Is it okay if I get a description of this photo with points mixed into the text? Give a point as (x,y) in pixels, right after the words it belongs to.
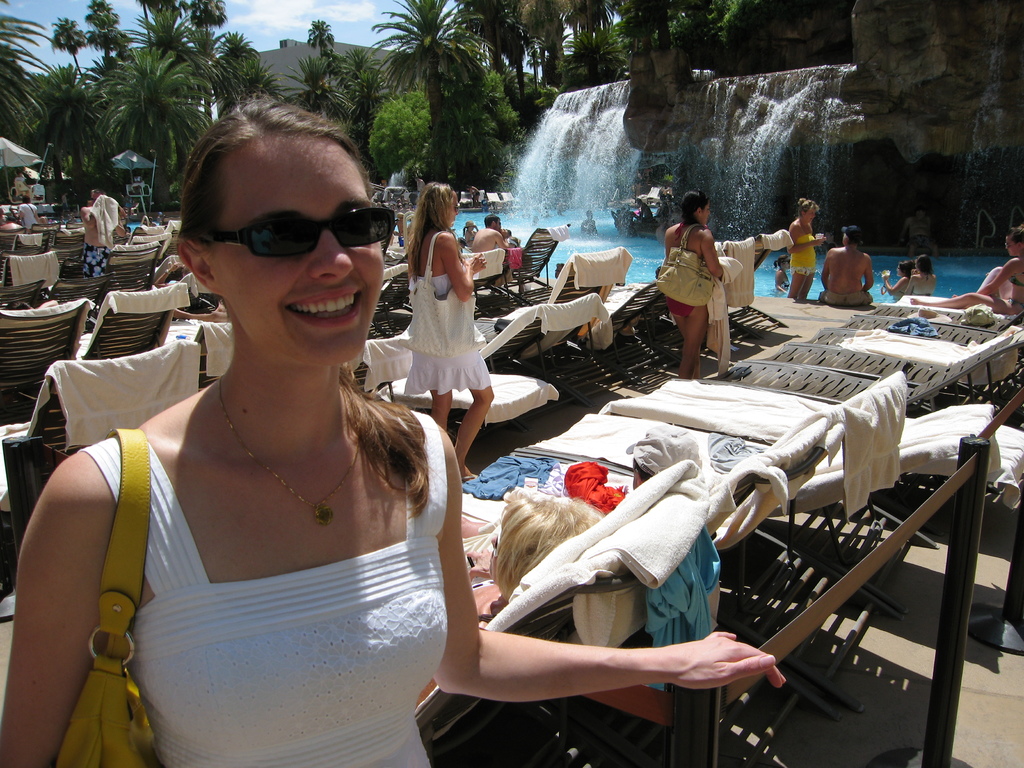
In this image there is a woman (228,524) with a yellow colour bag (130,550) in the middle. In the background (582,475) there are so many chairs (812,363) on which there are towels (686,521) and clothes (545,468). On the right side (692,107) there is a waterfall (635,172). Under the waterfall (622,172) there is a swimming pool (625,237) in which there are few people (589,226) swimming in it. In the background (306,63) there are trees (329,71). There are some people (493,220) sleeping on the chairs (713,401).
